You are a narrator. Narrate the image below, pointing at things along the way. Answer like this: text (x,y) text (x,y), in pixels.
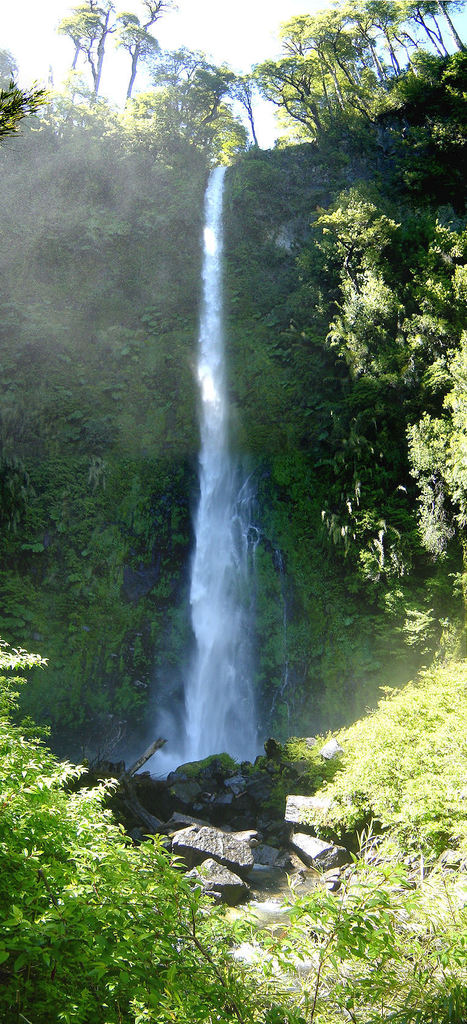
In the center of the image (201,681) there is a waterfall (242,716). At the bottom (248,844) there are rocks (287,840) and we can see trees (366,95). At the top (242,66) there is sky (191,49).
